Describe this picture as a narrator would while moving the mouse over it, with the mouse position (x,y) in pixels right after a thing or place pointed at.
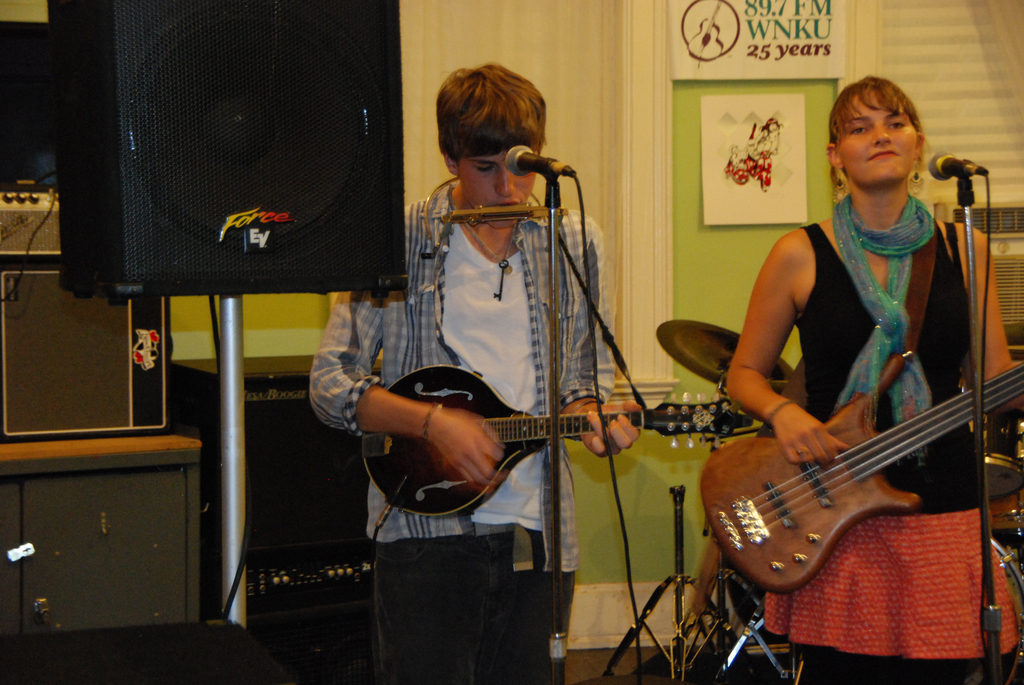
In this picture we can see man (547,296) and woman (907,265) holding guitar (831,491) in their hand (816,438) and playing and in front of them we have mics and in background (581,572) we can see speakers (182,112), wall (674,273), posters (725,154).
